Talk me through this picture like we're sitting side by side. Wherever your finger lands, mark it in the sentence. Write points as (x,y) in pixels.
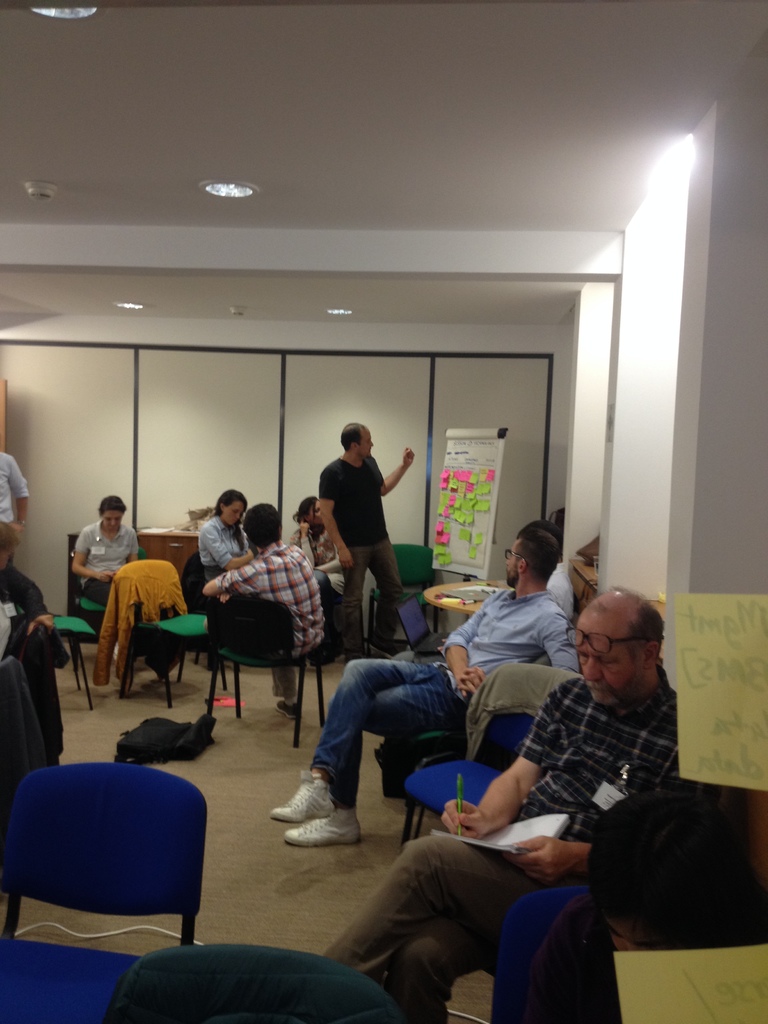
There are group of people (486,664) sitting on chair (271,644). There is an old man (563,709) writing on a paper (533,832), and a man (372,510) looking at board (468,501) with sticky notes (461,499). The room (430,502) has light (673,161) over here and some lights (222,195) on the ceiling (160,230).
